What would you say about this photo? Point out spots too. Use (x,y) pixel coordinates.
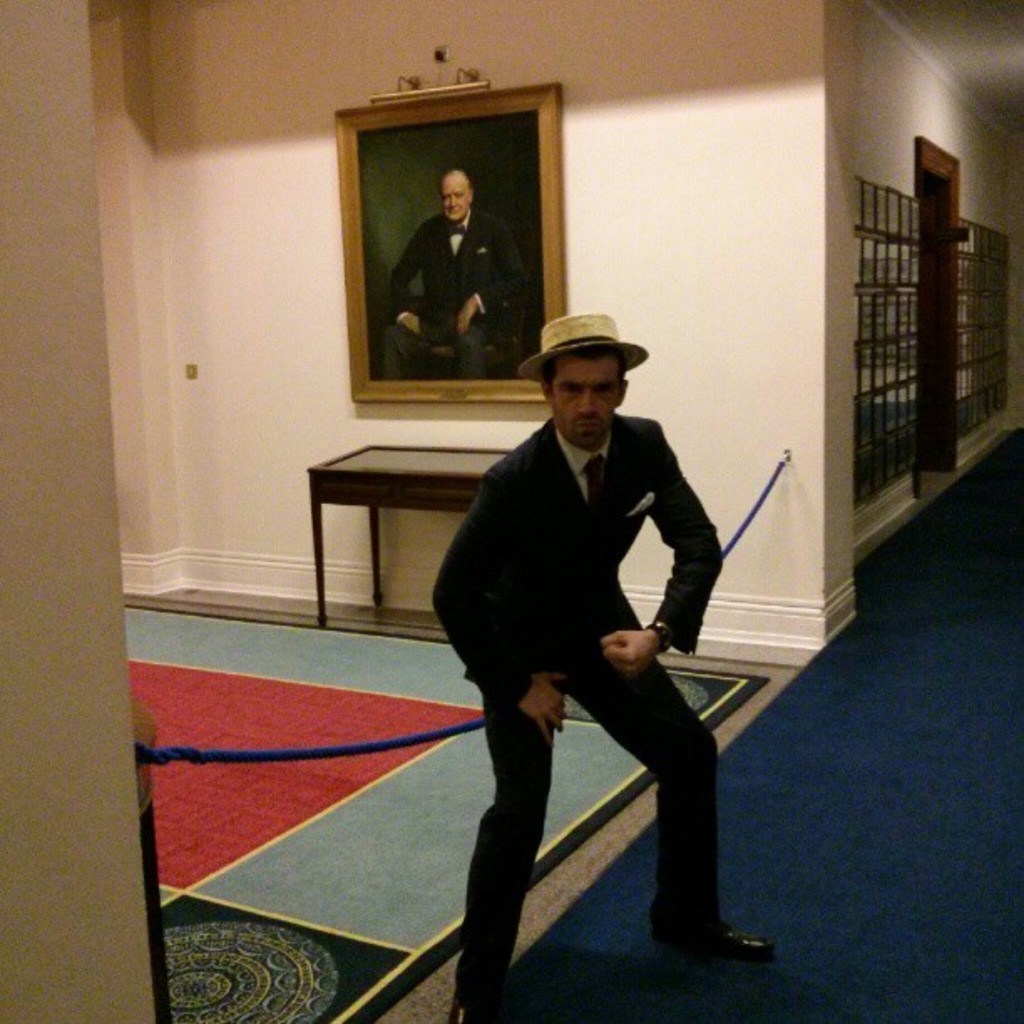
Here in the center (640,452) we can see a person (647,515) wearing a hat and behind him we can see a table (481,461) and a portrait (360,159) present on the wall (647,577).
